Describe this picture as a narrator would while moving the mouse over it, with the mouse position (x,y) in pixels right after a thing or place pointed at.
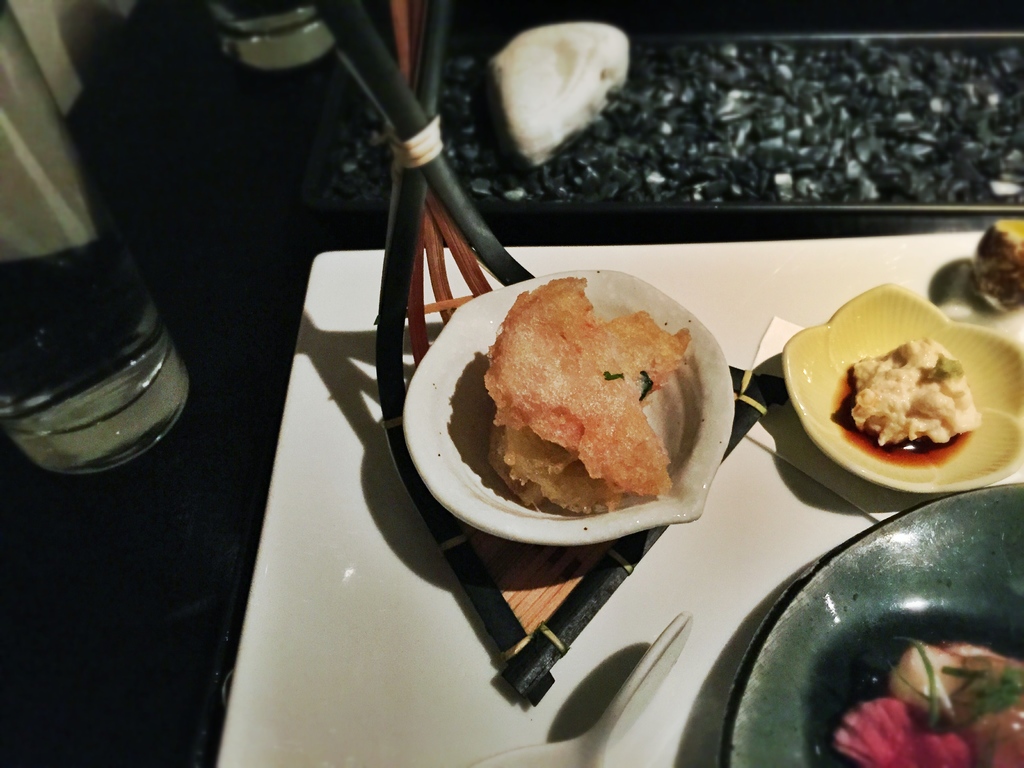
In this picture there is food (660,447) on the plates (360,483). There are plates (721,374) and there is an object (515,648) and there is a spoon (525,751) and tissue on the table (234,99). On the left side of the image (46,444) there are objects (8,378) and there might be a curtain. At the back (554,169) it looks like pebbles (656,131).
